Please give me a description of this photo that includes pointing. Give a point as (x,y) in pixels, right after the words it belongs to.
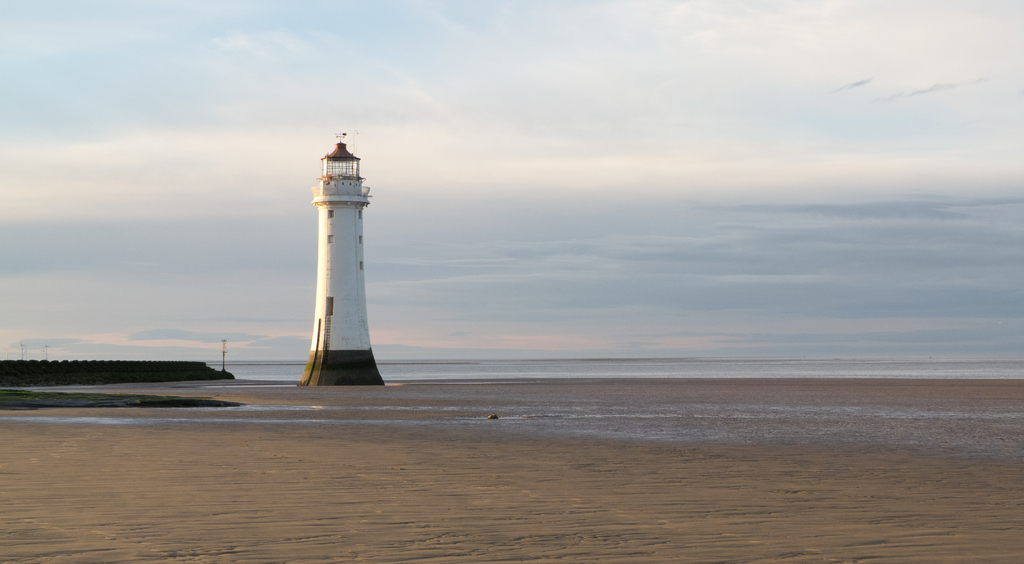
In this picture I can see there is a light house (355,222) and it is in white color and there is sand (351,456) on left side (312,545) and there is a ocean (870,366) on the right side (920,371) and the sky (642,208) is cloudy.
